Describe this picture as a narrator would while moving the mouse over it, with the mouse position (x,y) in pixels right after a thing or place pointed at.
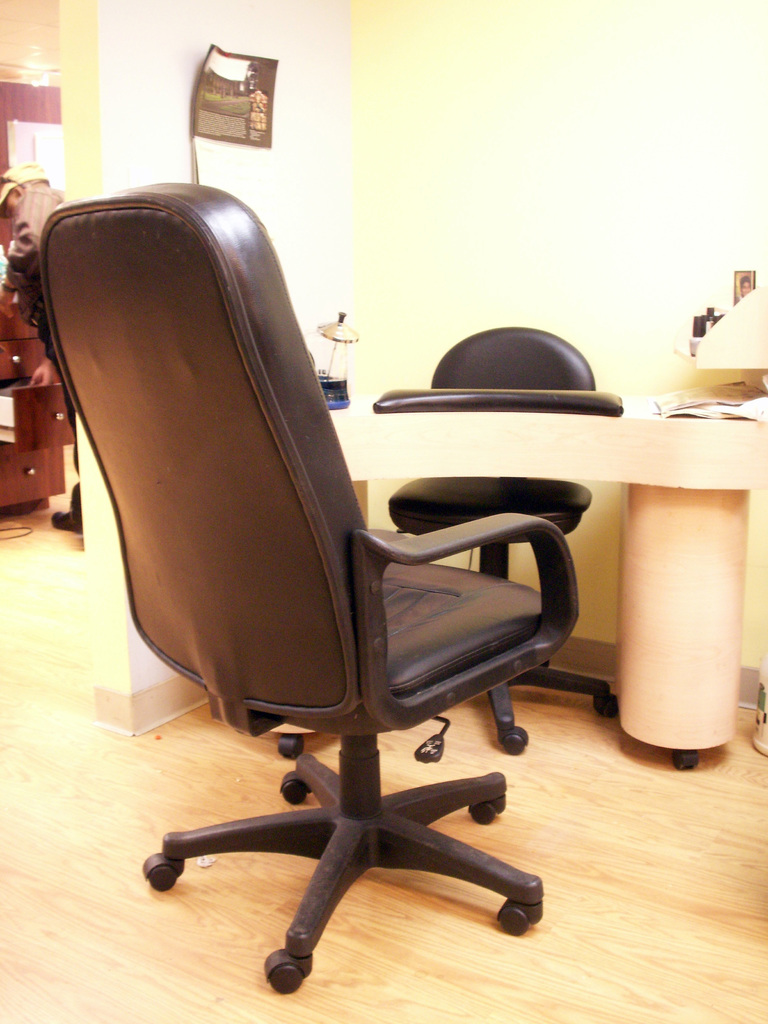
In this picture we can see few chairs (258,480), in the background (12,392) we can see a person (20,266) and racks (40,408), and also we can see a poster (237,91) on the wall (190,65).
